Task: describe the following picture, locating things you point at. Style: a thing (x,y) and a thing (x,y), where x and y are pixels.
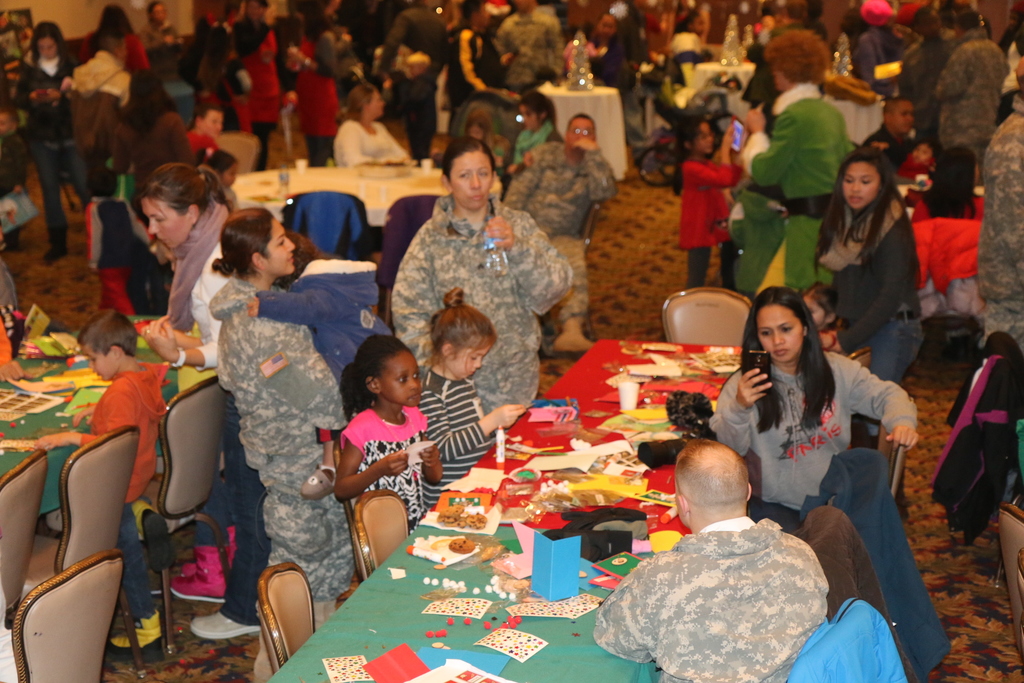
In the image we can see some tables (293,671), on the tables (419,169) there are some papers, cups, bottles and boxes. Surrounding the table (529,417) few people (867,38) are sitting, standing and holding some bottles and mobile phones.
